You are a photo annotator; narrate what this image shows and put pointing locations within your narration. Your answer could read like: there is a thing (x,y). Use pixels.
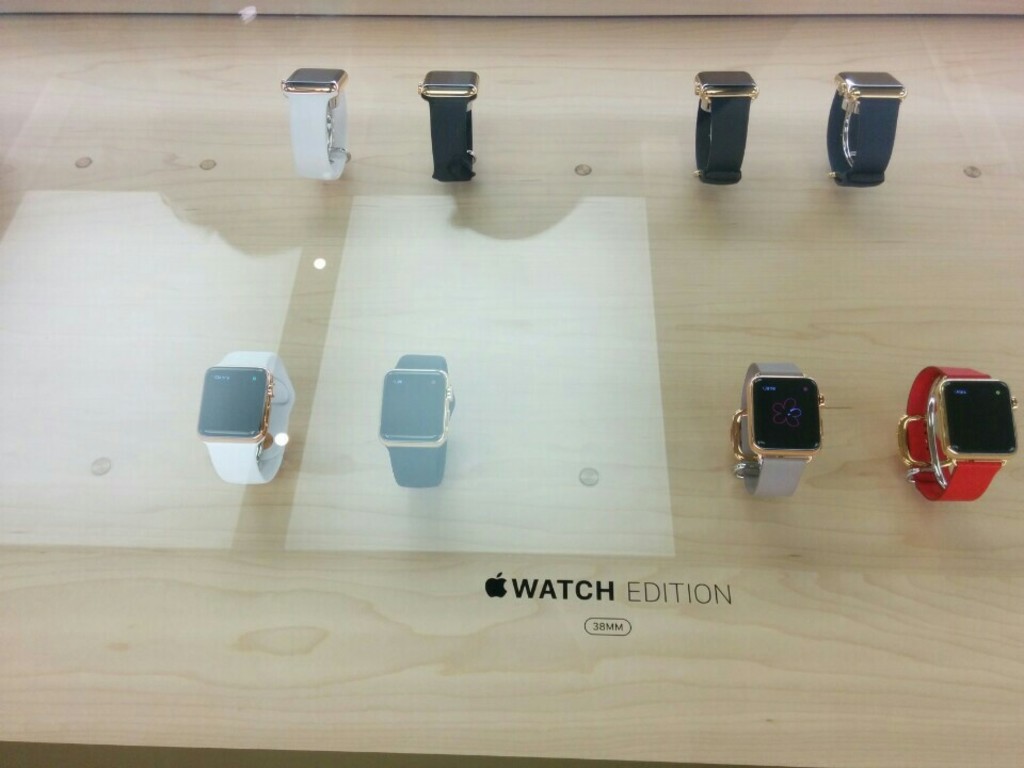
In this picture we can see glass table (309,66). Here we can see different colors of smart watches (969,447). On the bottom (499,584) we can see text (600,623).
